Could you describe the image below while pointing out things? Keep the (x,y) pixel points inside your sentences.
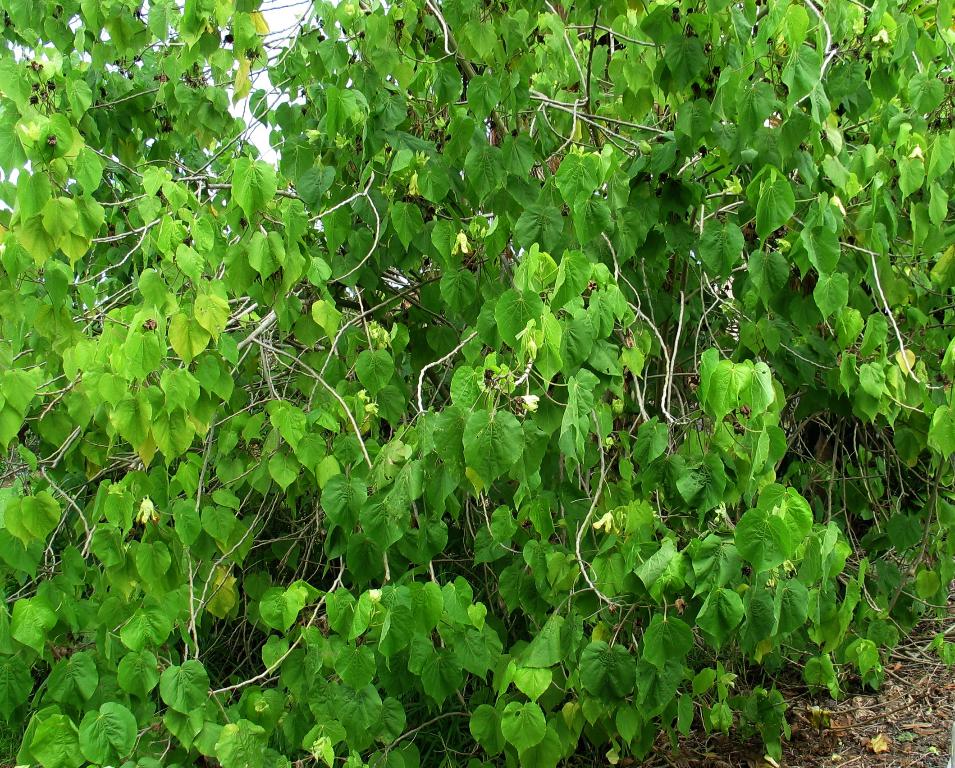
In the picture I can see plants (352,456).
